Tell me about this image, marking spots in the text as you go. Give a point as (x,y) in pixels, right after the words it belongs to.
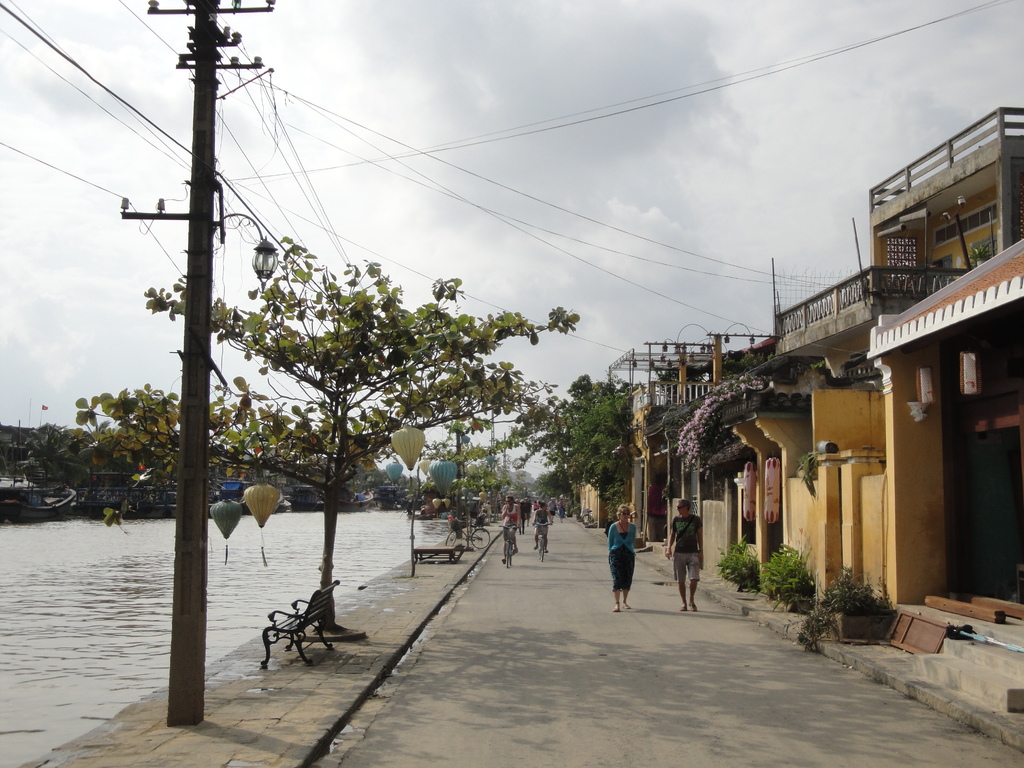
In the image there are few walking and cycling on the road (594,581) with buildings (984,453) on the right side (886,469) and a lake (228,570) on the left side (50,595) with electrical poles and plants (335,403) in front of it and above its sky (573,171) with clouds (571,94).
